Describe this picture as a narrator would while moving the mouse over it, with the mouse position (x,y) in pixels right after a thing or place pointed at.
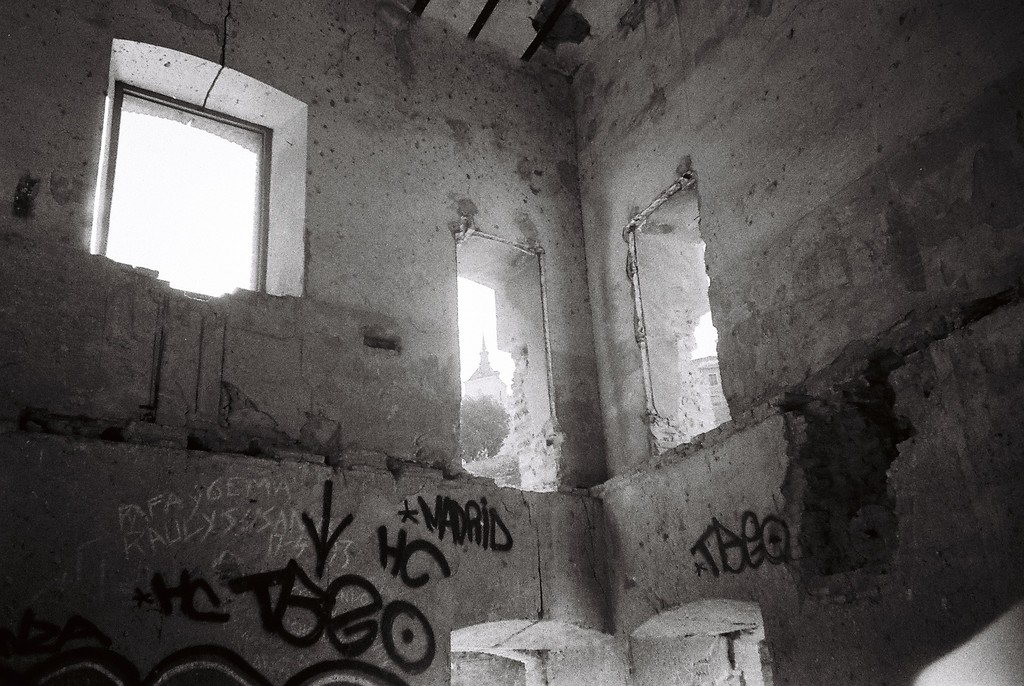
In this picture we can see inside of this building (853,527), here we can see windows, some text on the wall (13,578).
